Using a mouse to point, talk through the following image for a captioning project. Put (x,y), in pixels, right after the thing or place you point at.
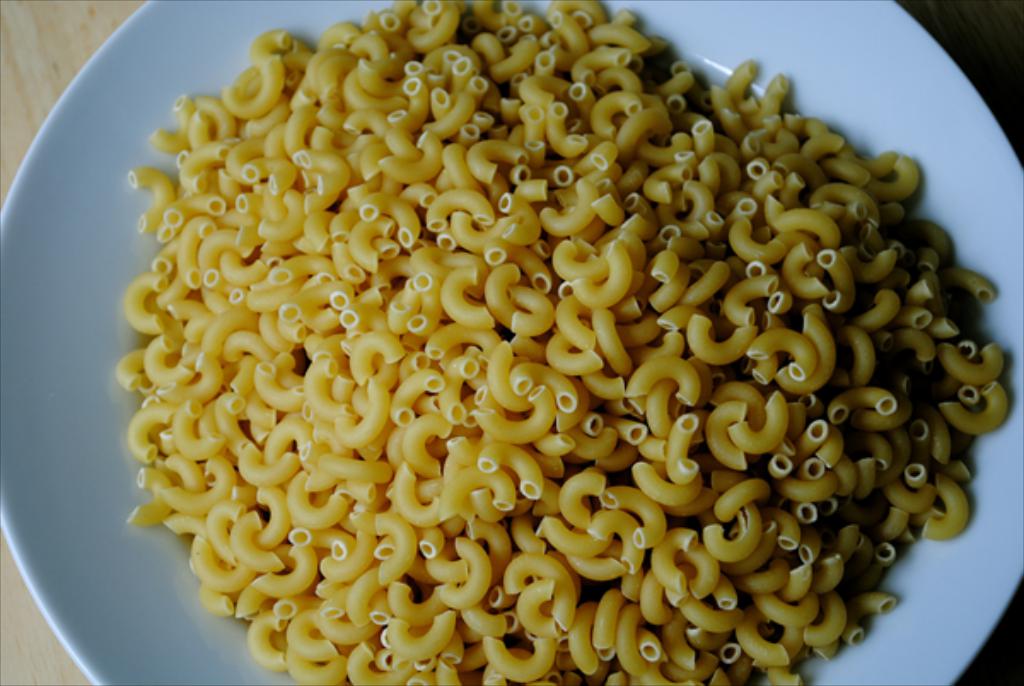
In this image in the center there is one plate (1,234), and in the plate (961,190) there is pasta (329,377) and in the background (48,86) there is a wooden table (16,63).
